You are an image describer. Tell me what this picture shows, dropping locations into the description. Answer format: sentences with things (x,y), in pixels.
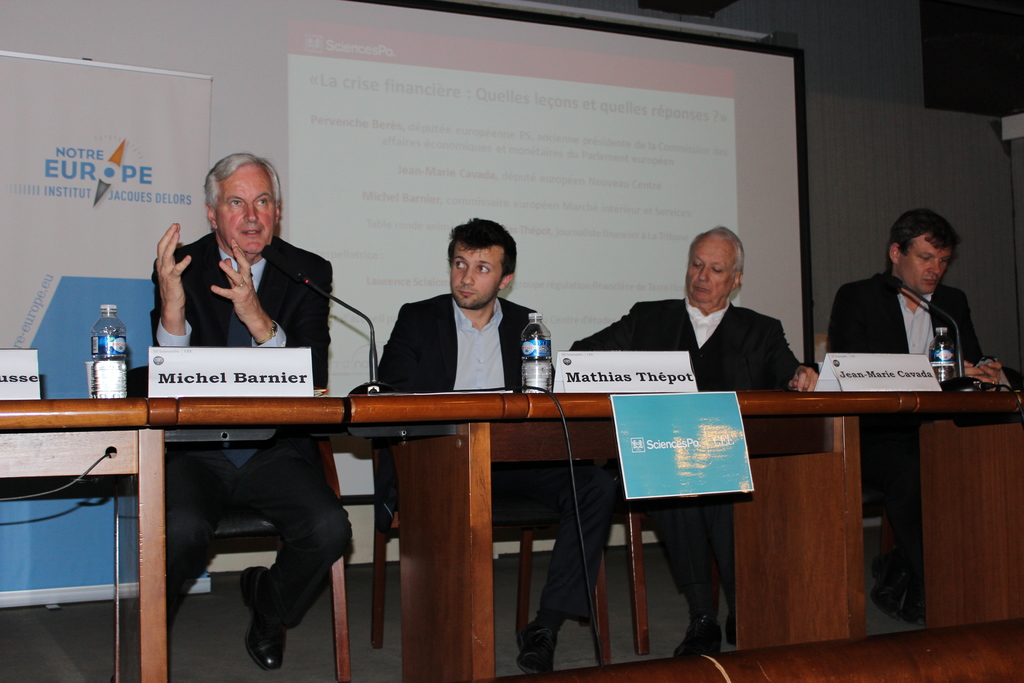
In this image we can see a four persons (275,618) sitting on a chair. There is a person (168,596) who is on the left side (176,606) and he is speaking on a microphone (283,263). In the background (394,184) we can see a screen (268,133) and this is a table (354,411) where bottles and name plates (294,377) are kept on it.
